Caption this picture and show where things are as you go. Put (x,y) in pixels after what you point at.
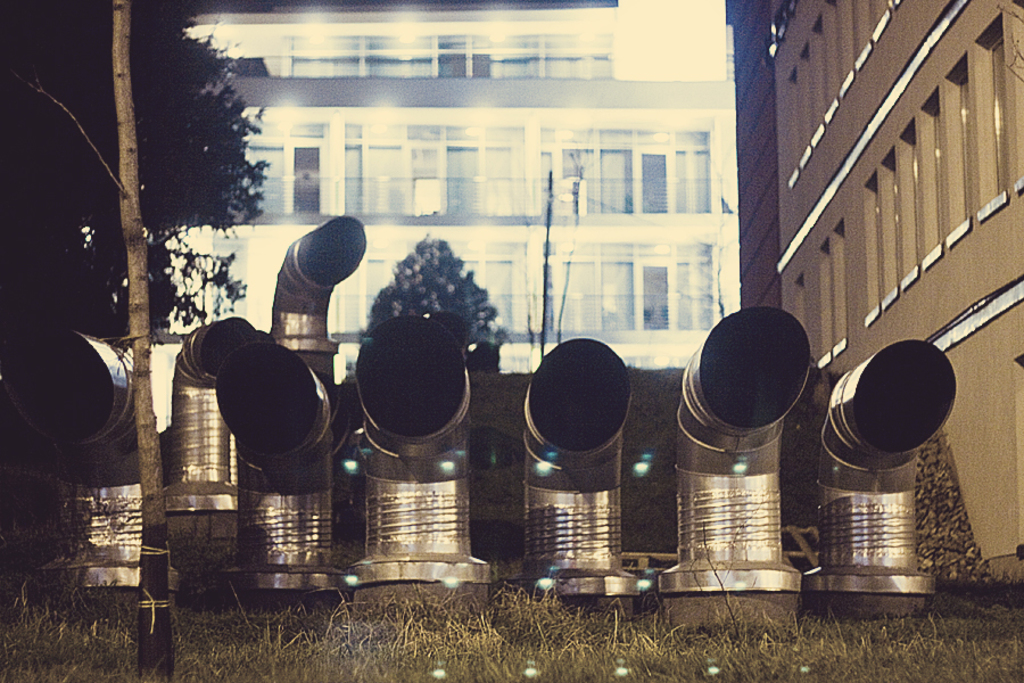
In this picture I can see exhaust pipes (534,396). I can see green grass (513,383). I can see the buildings (360,205). I can see trees (56,228).
